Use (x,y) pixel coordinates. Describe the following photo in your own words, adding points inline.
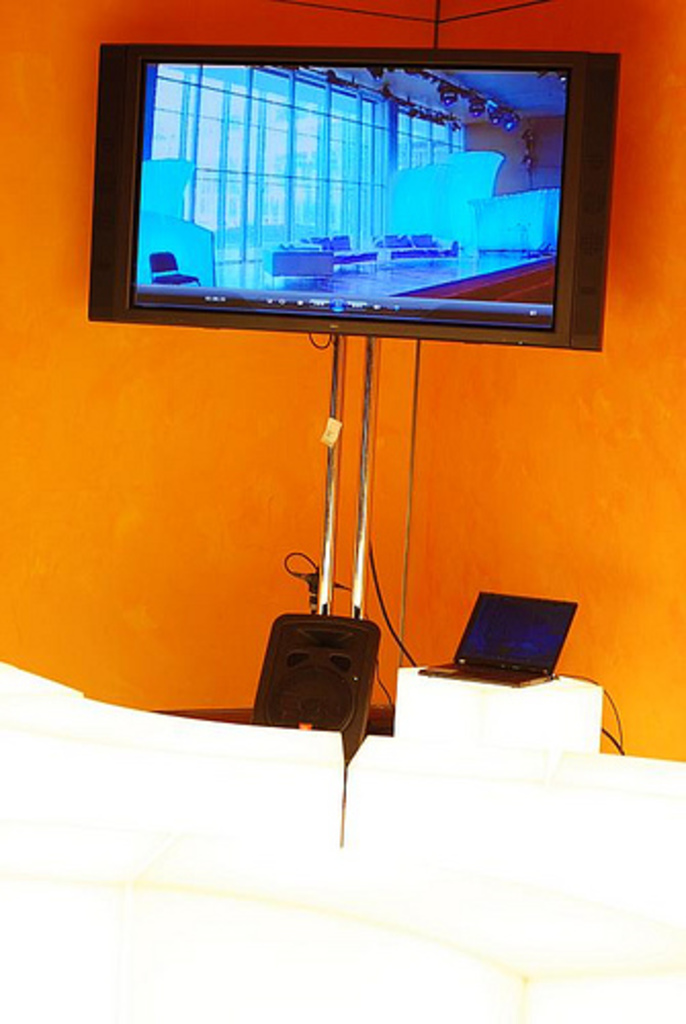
In this image we can see television (439,262) included with speakers (376,636), stand (323,578), laptop (540,617) and orange wall (74,479).
